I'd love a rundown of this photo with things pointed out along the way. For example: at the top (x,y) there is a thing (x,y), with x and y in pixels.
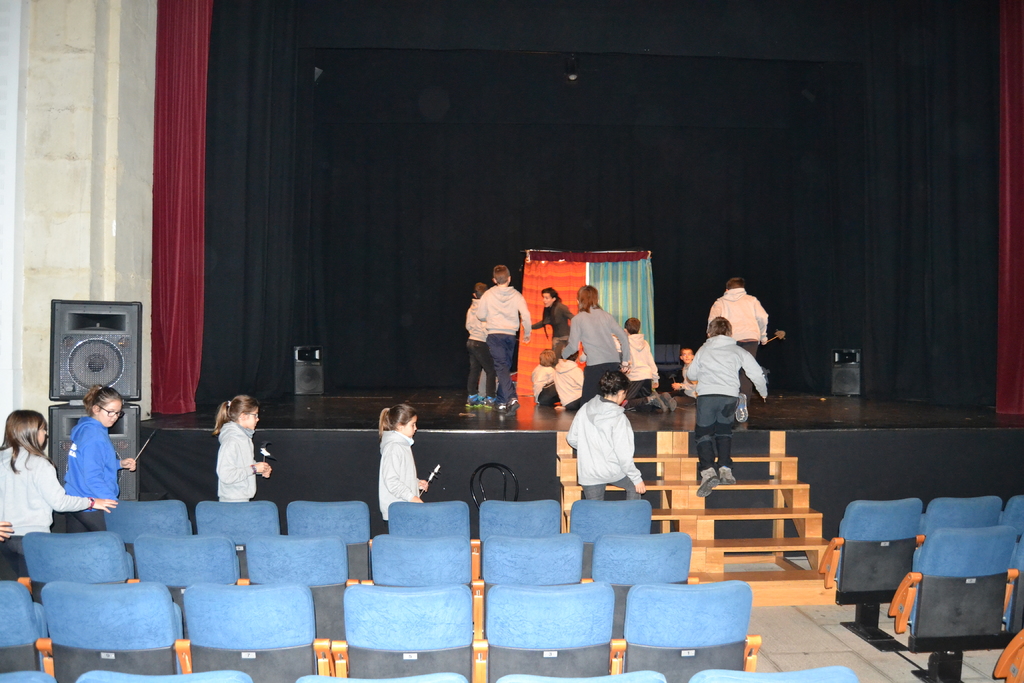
In this image, I can see two persons (598,463) climbing the stairs (660,443) and few people (100,447) standing. At the bottom of the image (365,562), I can see the empty chairs (542,641). On the left side of the image (126,408), there are speakers (98,365). On the stage (690,425), I can see two speakers (857,355) and there are curtains (172,87).
